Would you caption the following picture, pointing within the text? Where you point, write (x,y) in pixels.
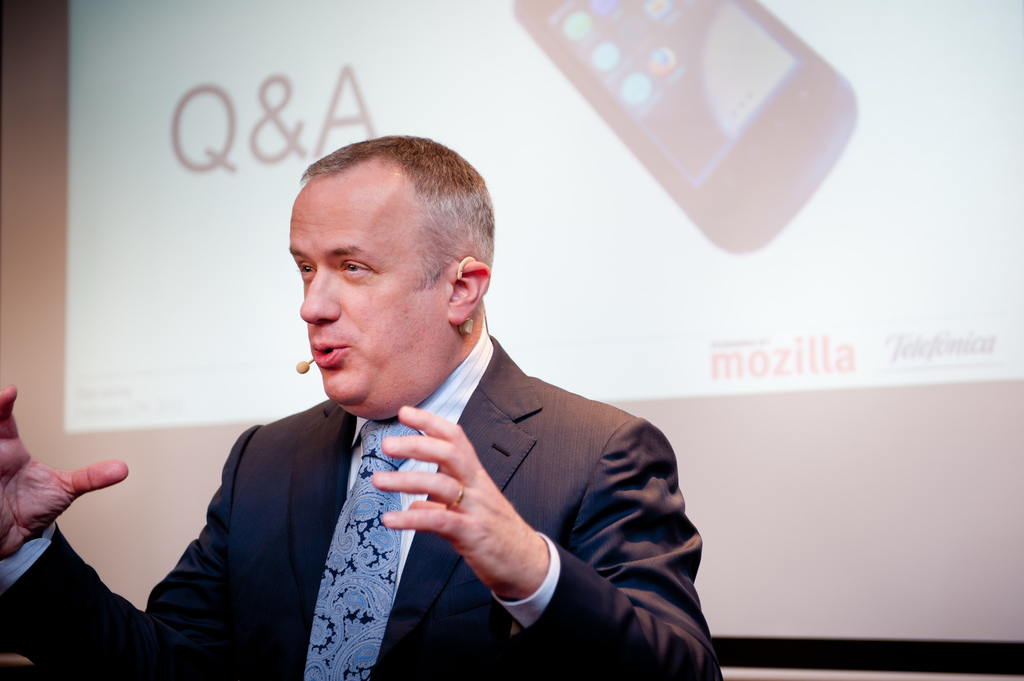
In this image, we can see a person (379,331) wearing clothes (325,604). In the background (746,504), there is a screen (422,82).
